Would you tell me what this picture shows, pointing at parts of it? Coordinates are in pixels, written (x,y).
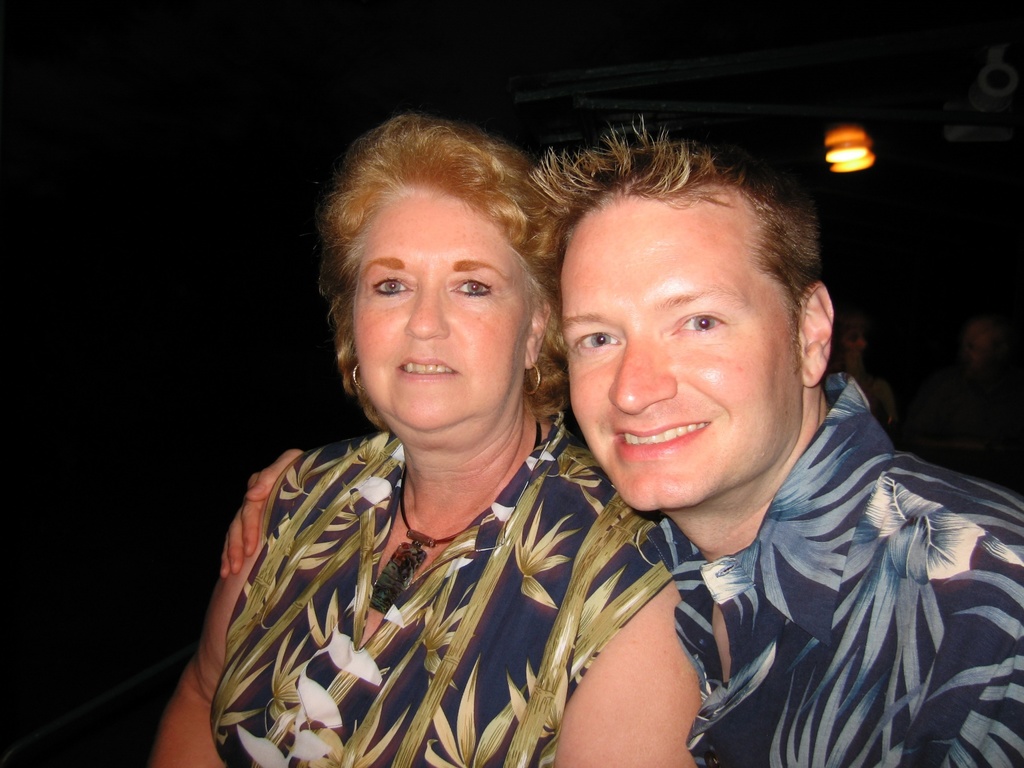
In this image we can see two persons (611,534) wearing dress (581,596). In the background (1008,406), we can see some persons (942,390) and some lights (831,136).
